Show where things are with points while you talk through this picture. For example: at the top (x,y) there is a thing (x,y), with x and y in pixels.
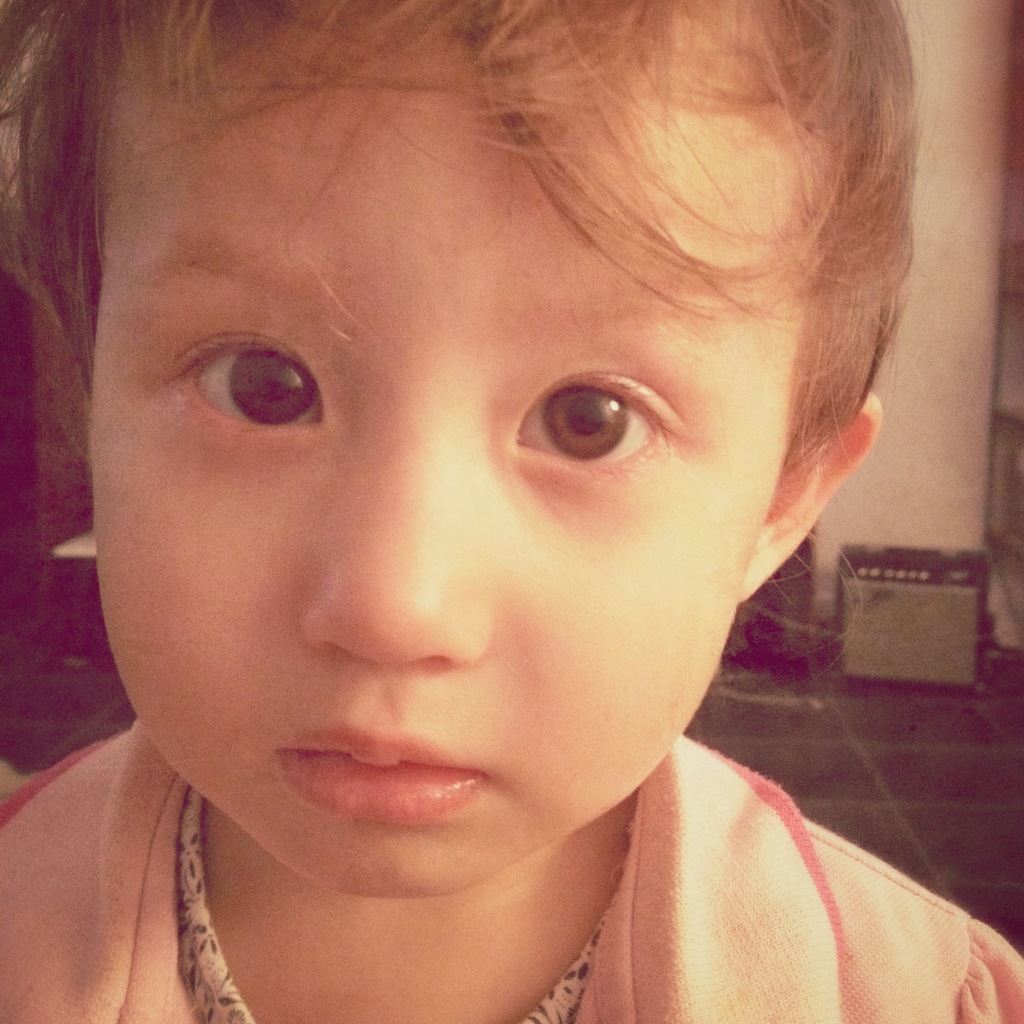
Here we can see a kid (442,403). In the background (766,598) we can see an object (931,679) and a racks stand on the floor (974,756) and this is a wall (954,316).
